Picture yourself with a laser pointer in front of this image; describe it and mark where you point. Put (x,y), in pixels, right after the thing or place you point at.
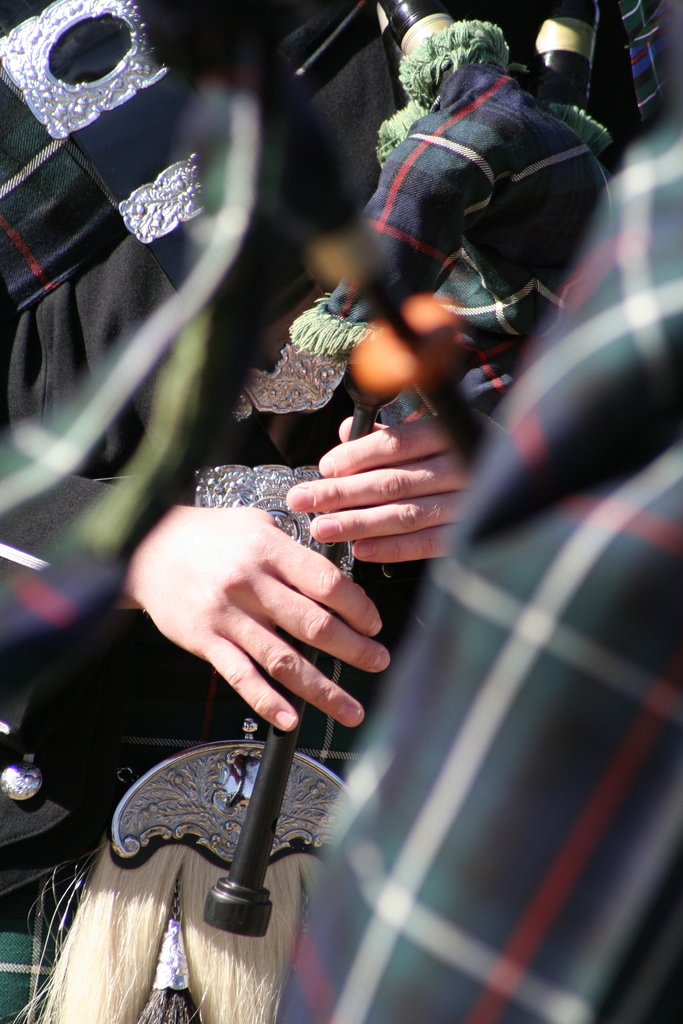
There is a person (306,728) playing a musical instrument (395,313).
